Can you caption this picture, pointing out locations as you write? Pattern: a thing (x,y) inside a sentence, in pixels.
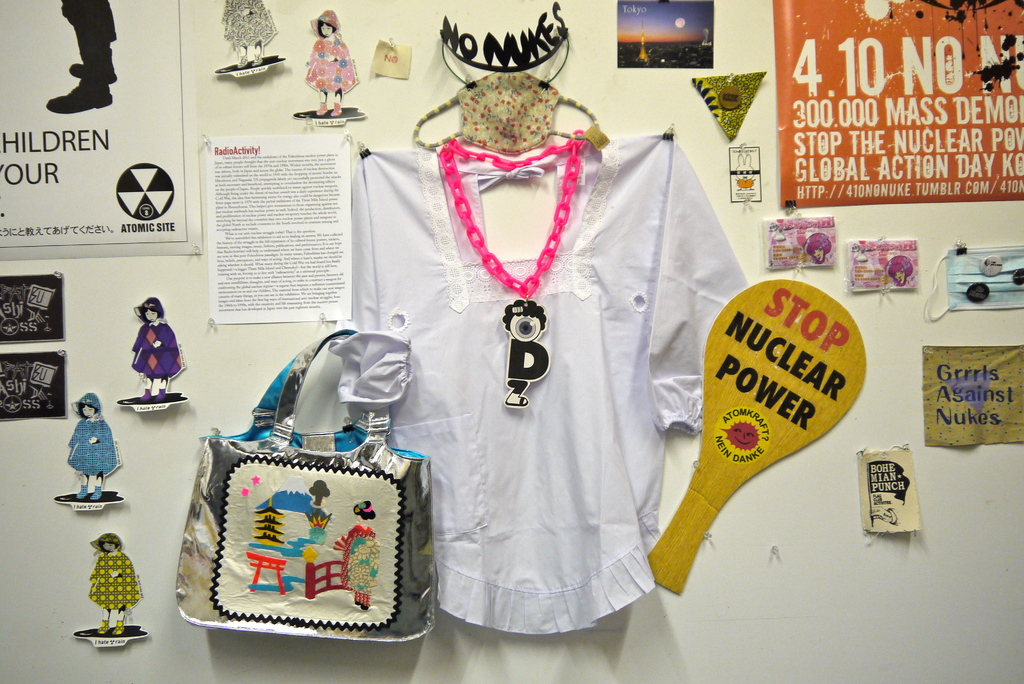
This picture is of inside the room (965,439). We can see a wall (976,458) and there is a white color t-shirt (609,276), bag (305,459) hanging on the wall (884,607) and a banner (871,63), some posters (866,76) with some text (991,59) on it are attached to the wall (754,27) and there is a picture (649,18) containing the sky (665,31), moon (678,22) and skyscrapers (664,50).
